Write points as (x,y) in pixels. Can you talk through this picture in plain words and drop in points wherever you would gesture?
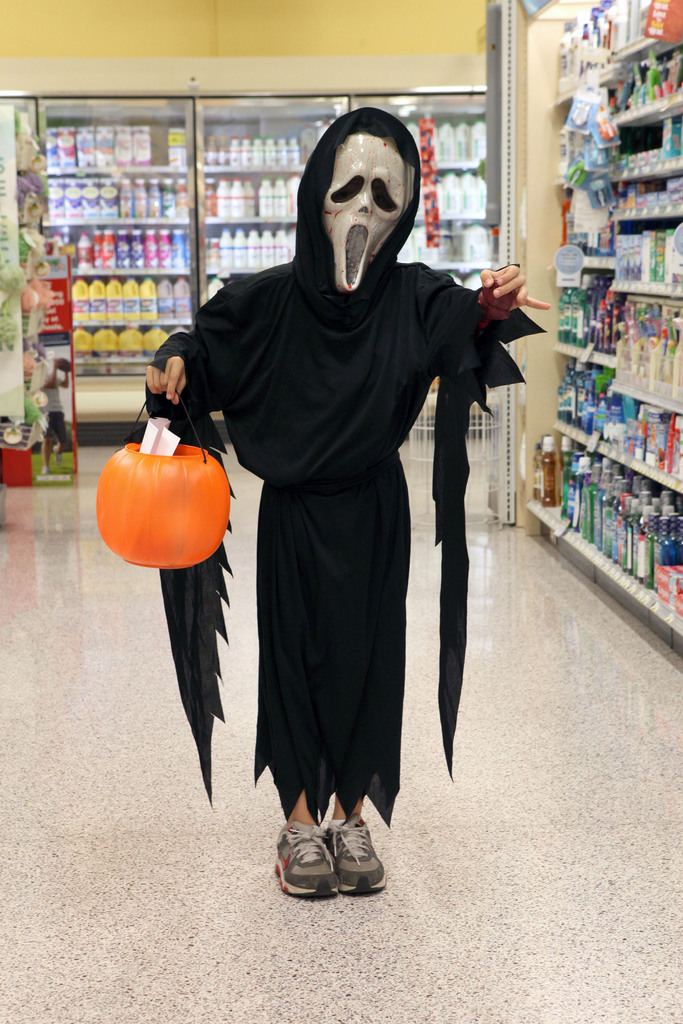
In this image in the center (341,472) there is one person (324,568) who is wearing Scream costume (264,535), and he is holding a pumpkin (158,517). And in the background (314,132) there are some racks (671,306), and in the racks (558,178) there are some groceries (209,254) and glass door (111,217) and some other objects (75,456). At the bottom (166,894) there is floor (109,760).
